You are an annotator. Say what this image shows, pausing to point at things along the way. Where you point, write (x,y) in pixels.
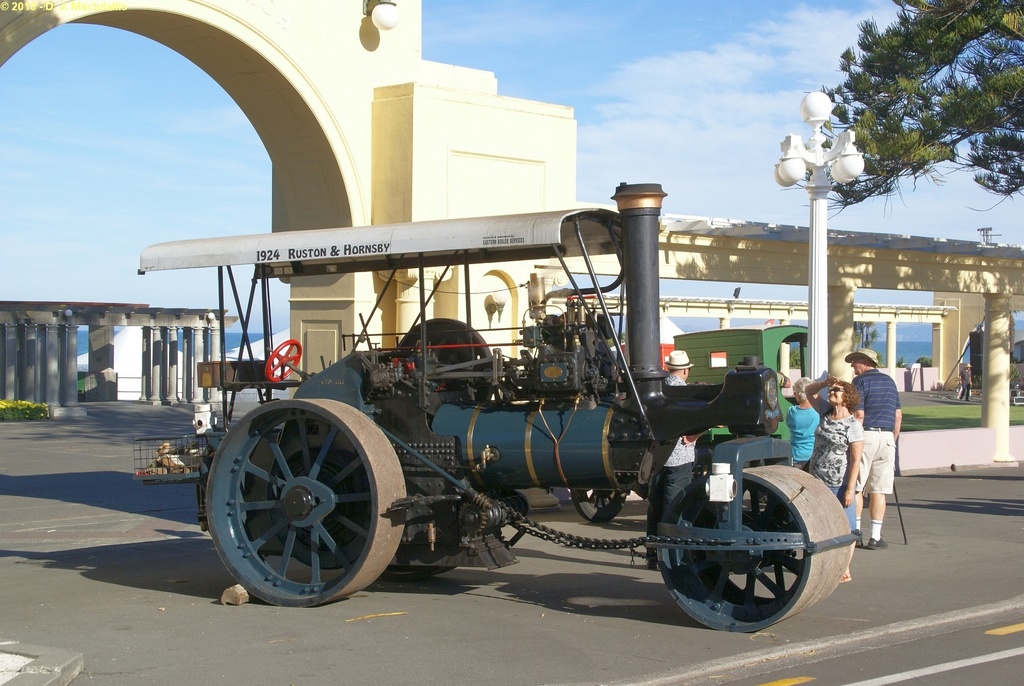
In this picture we can see a vehicle (519,248) and some people (866,388) standing on the road (140,644), light pole (810,156), tree (929,56), pillars (843,306), grass (960,413), stones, arch (330,129), plants (5,412) and some objects (729,347) and in the background (632,101) we can see the sky (697,121) with clouds (658,139).
